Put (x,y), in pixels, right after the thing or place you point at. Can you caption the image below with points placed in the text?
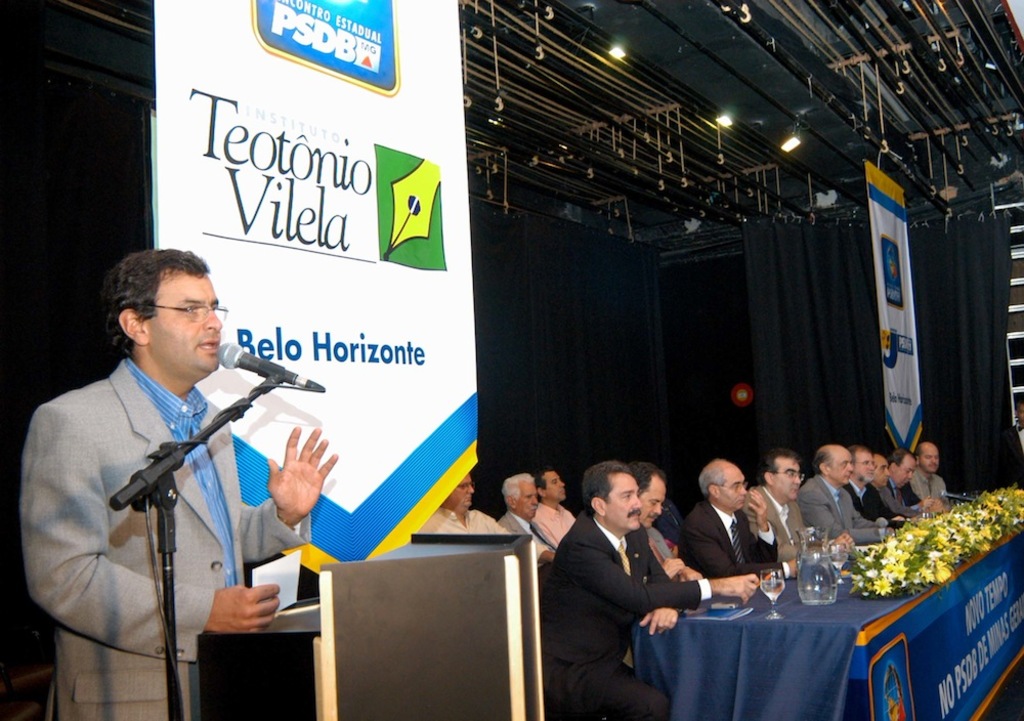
This picture is taken inside the room (998,602). In this image, on the left side (127,575), we can see a man (235,536) standing and holding a paper (291,592) in his hand (274,610) and the man (208,611) is also standing in front of a podium (437,654) and a microphone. In the middle of the image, we can see a group of people (709,507) sitting on the chair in front of the table (872,631), on the table (800,653), we can see a blue color cloth (801,672), hoarding (933,666) with some text (986,593) written on it, plant (875,562) with some flowers (867,584), books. In the background (972,321), we can also see a black color curtain (944,335) and a hoarding (902,300). In the background (238,375), we can also see another hoarding (361,197). At the top (604,187), we can see a roof (659,229) with few lights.
